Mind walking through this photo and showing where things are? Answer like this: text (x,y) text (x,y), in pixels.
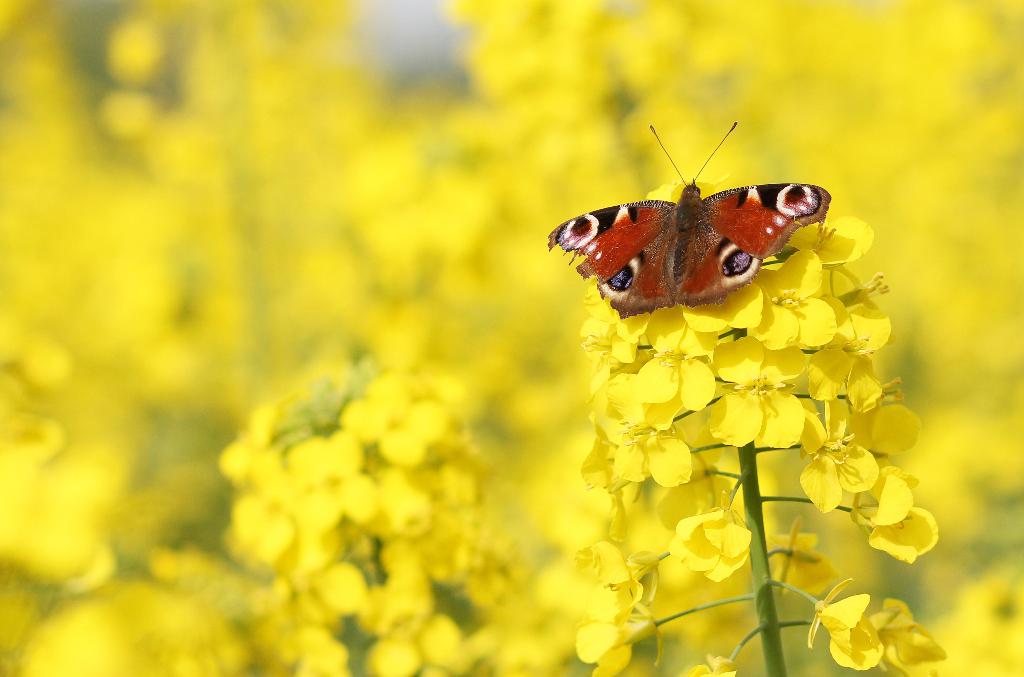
In this image I can see the butterfly (645,309) which is in brown, white, black and purple color. It is on the yellow color flowers (703,385). I can see few more yellow color flowers (309,261) in the back (313,224) and the background (202,225) is blurred.
